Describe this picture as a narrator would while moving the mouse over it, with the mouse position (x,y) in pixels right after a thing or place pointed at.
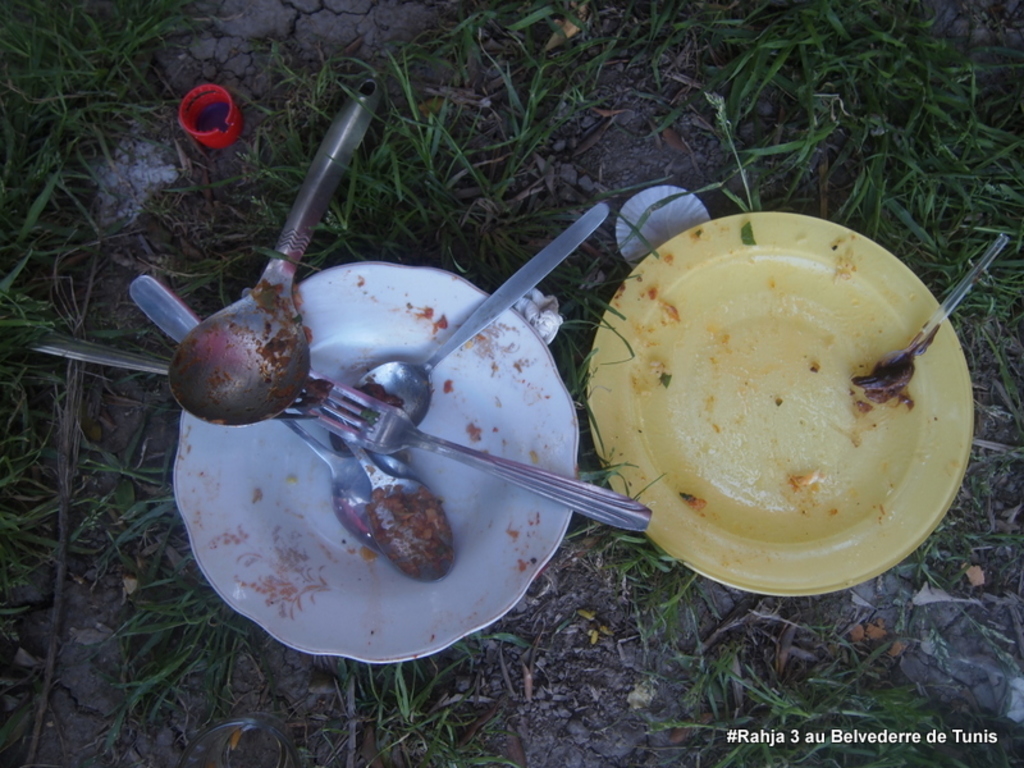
In the picture I can see forks (355,392), spoons (411,400), plates (485,369), the grass (583,424) and some other objects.
